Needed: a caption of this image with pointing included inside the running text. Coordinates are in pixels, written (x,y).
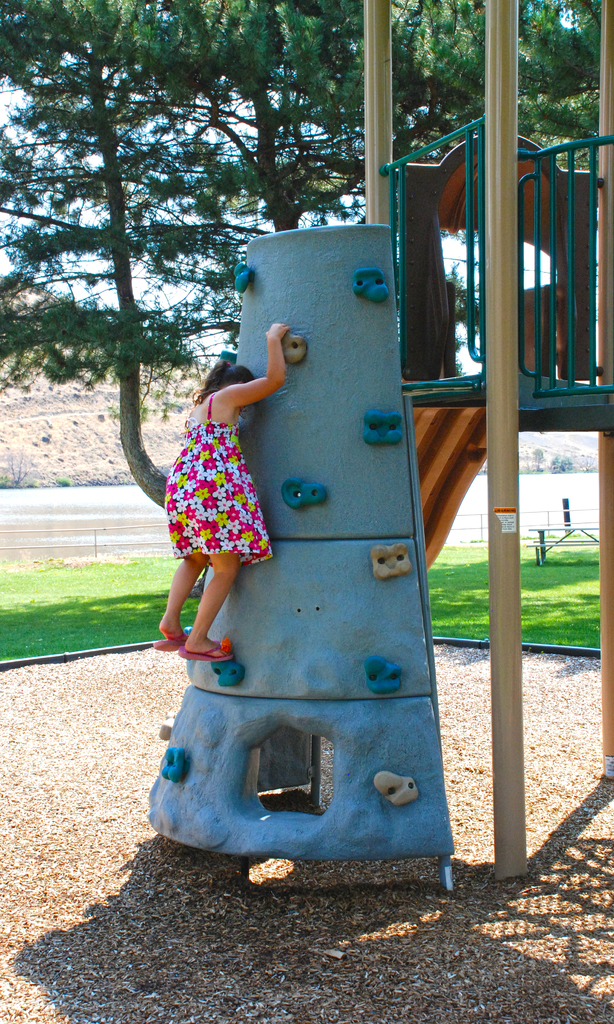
In this image a girl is climbing the wall (338,510). Beside there are few poles (499,337) having fence (572,267). Behind there is grassland (536,582) having fence (21,546) and tree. Right side (546,539) there is a bench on the grassland (554,589). Middle of the image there is water (132,487). Background (40,417) there is hill (15,427) and sky (169,289).
